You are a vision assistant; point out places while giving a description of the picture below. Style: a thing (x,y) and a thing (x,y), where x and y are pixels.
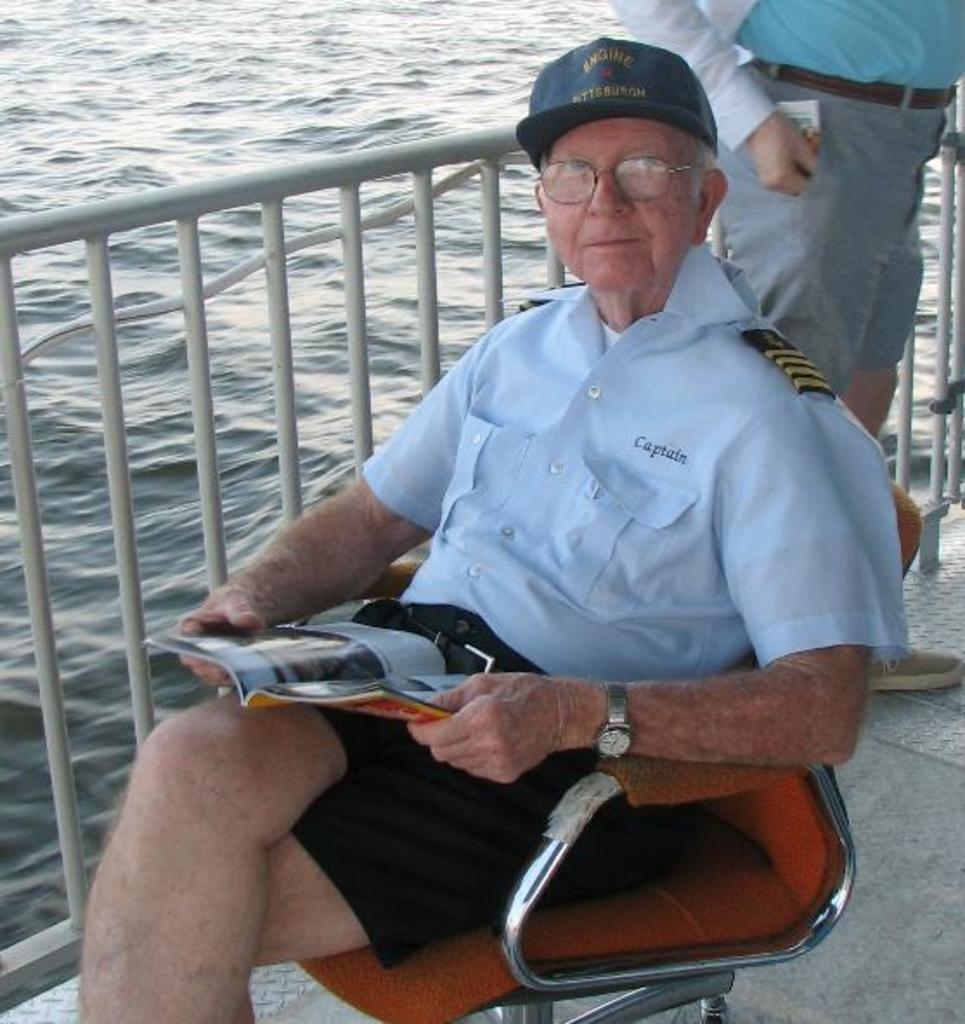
A person (494,589) is sitting on a chair (606,791) and holding a book (333,637). Backside of this person (582,433) there is a another person (843,215) standing beside this fence (428,215). Here we can see water (227,134).
